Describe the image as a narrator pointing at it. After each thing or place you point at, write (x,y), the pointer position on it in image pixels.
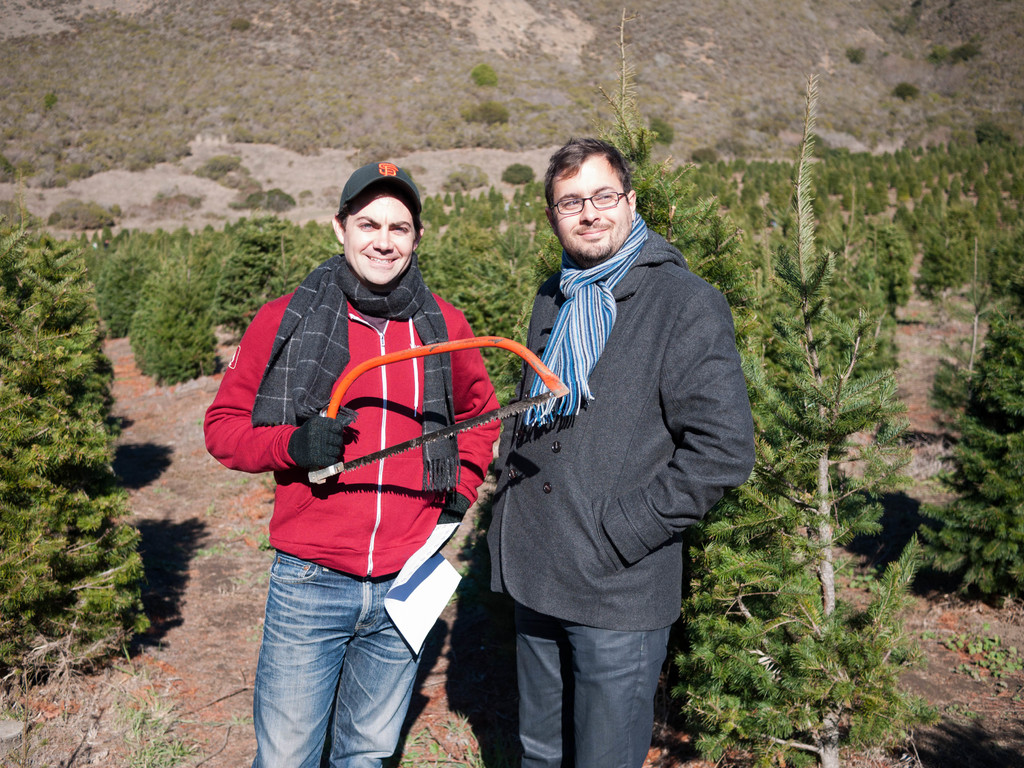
In this image in the center (430,486) there are persons (420,483) standing and smiling. In the background (20,382) there are plants (23,313) and the person (427,321) on the left side (327,451) is holding a saw (352,466) and smiling and holding a paper (441,545), wearing a black colour cap (380,195).
